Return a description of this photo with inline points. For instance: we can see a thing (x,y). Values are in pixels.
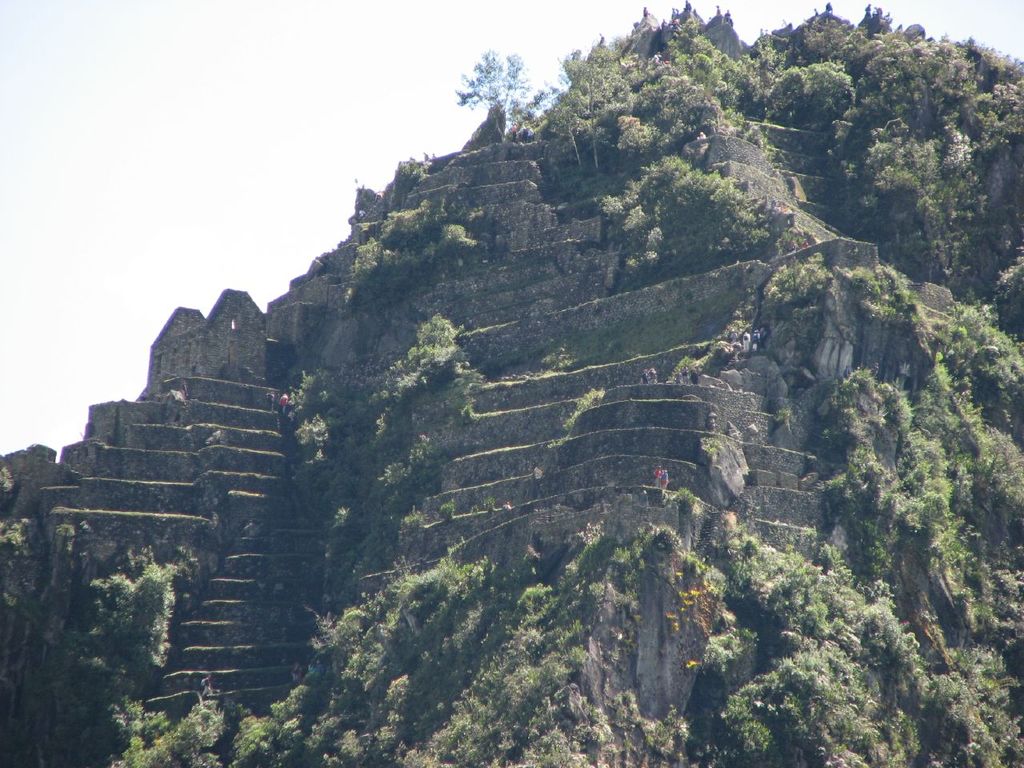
In this picture we can see mountain (528,174), trees (996,375) and people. In the background of the image (572,45) we can see the sky (262,107).
